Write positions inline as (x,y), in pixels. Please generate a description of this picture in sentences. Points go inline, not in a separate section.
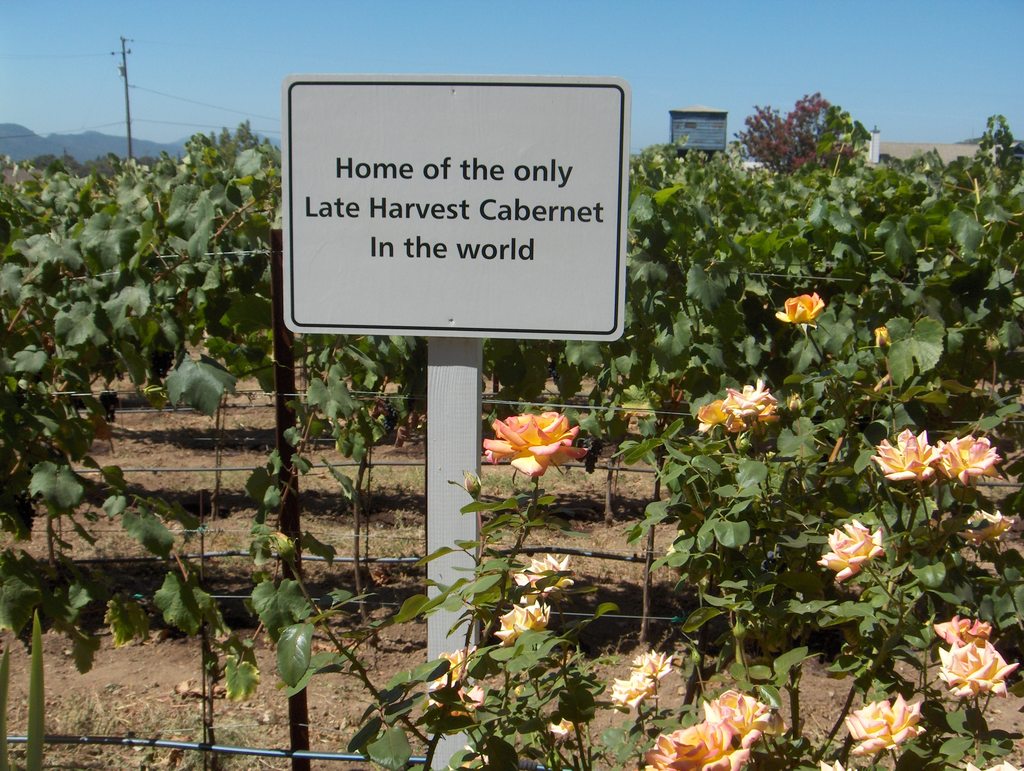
In front of the picture, we see the plants (724,556) which have rose flowers (543,605) and these flowers (560,566) are in yellow color. In the middle (446,295), we see a board (474,191) in white color with some text (463,170) written on it. Behind that, we see a fence (584,461). Behind the fence (249,404), we see the trees (750,259). There are trees (798,159), buildings (879,142), hills (92,140) and an electric pole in the background (139,148). At the top (496,57), we see the sky (781,70).
